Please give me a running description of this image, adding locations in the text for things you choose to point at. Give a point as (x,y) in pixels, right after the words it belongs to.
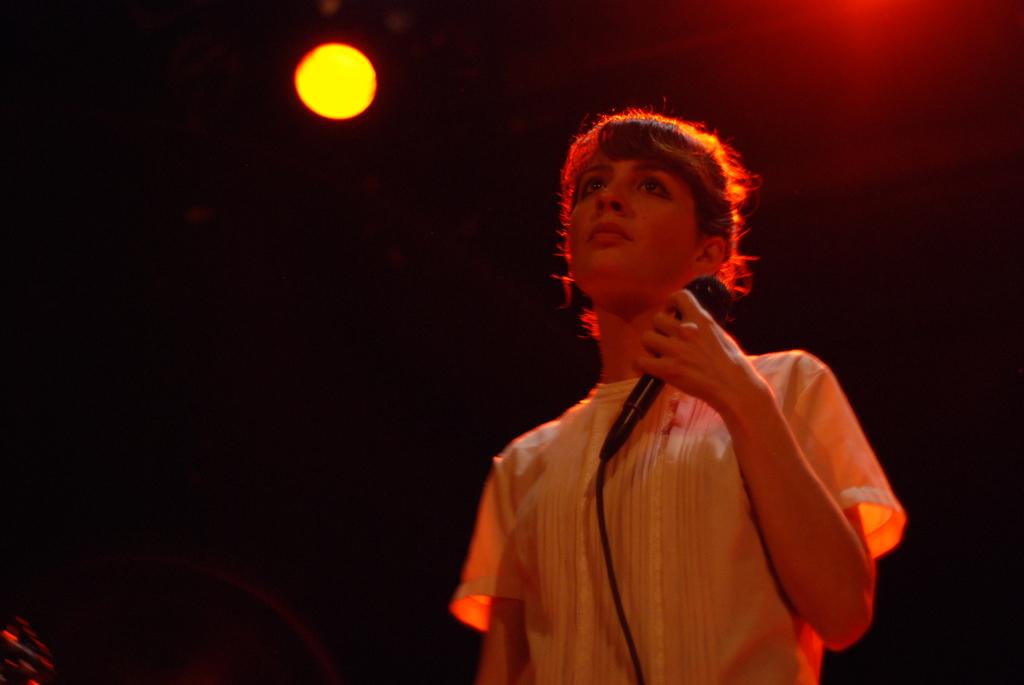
In this picture I can see a person (623,285) holding the microphone (719,287). I can see the light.
